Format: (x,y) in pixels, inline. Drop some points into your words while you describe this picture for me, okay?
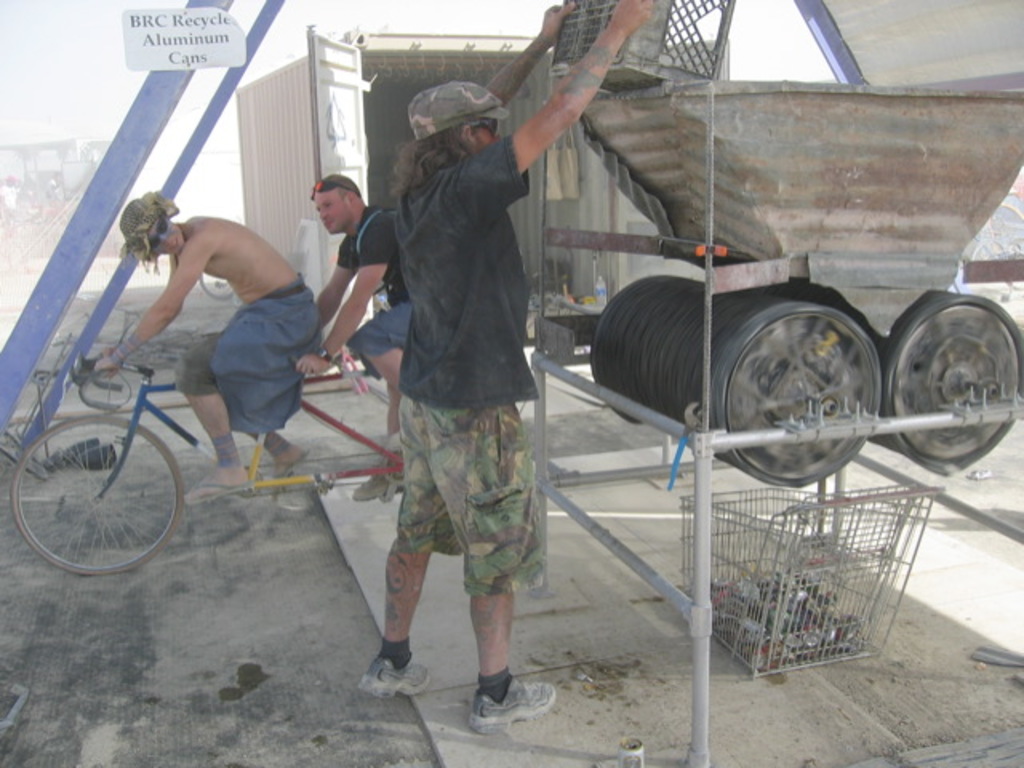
In this image I can see three people (201,390). Two people (243,396) are sitting on the bicycle (257,491) and one person (441,509) is standing. I can see the machine (774,368) in-front of one person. In the background (365,124) I can see the shed (318,155) and also the sky (70,49). I can see the board (213,50) to the rod (149,121).
